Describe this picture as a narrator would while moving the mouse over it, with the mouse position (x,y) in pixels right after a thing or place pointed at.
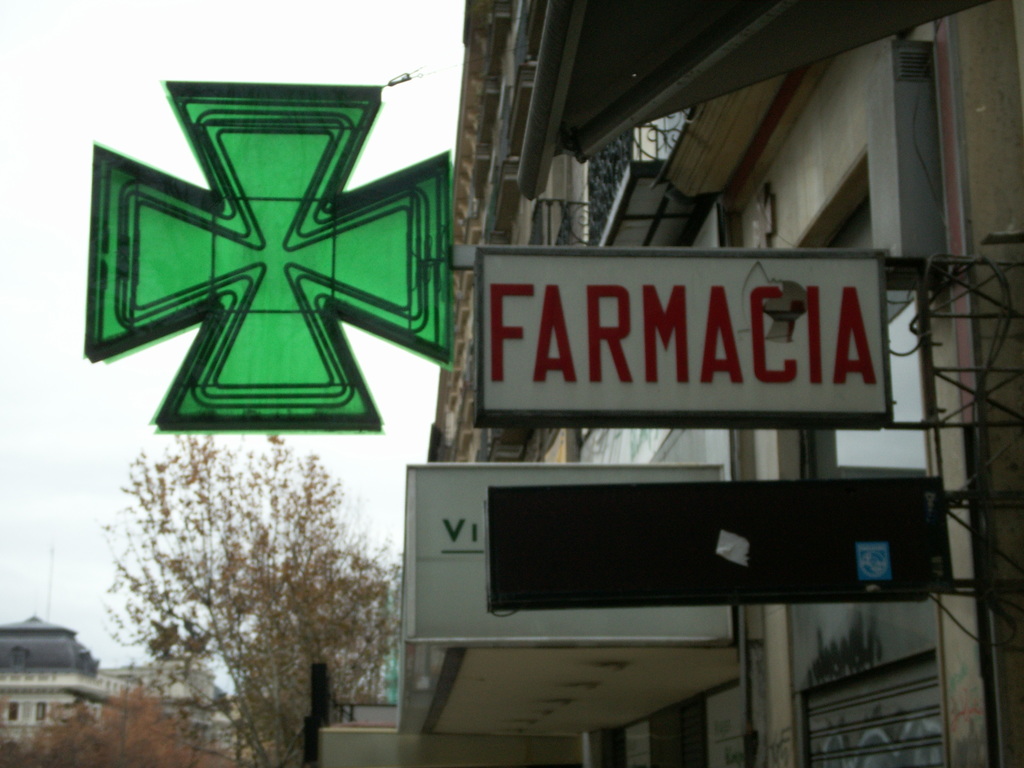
Here in this picture we can see a symbol (251,326) and a hoarding board (507,348) present on the building (908,627) over there and we can also see other hoarding boards (595,550) also present and behind that in the far we can see buildings (76,655) and trees (147,746) present over there.
